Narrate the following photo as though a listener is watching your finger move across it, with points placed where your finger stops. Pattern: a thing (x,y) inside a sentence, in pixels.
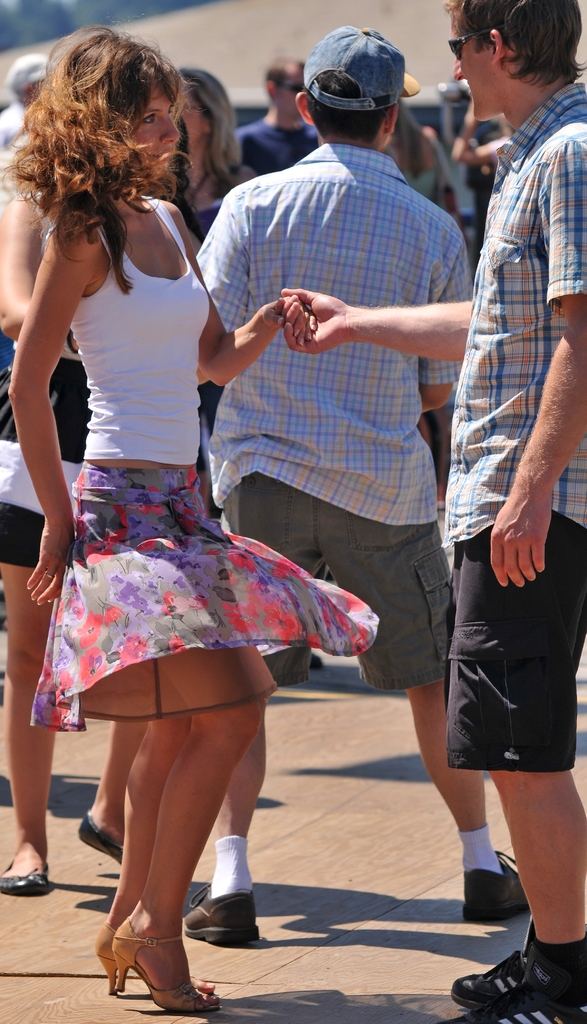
In the picture there is a woman (138,834) and a man (453,467) standing, beside them there are many people (394,437) present, there may be a vehicle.
